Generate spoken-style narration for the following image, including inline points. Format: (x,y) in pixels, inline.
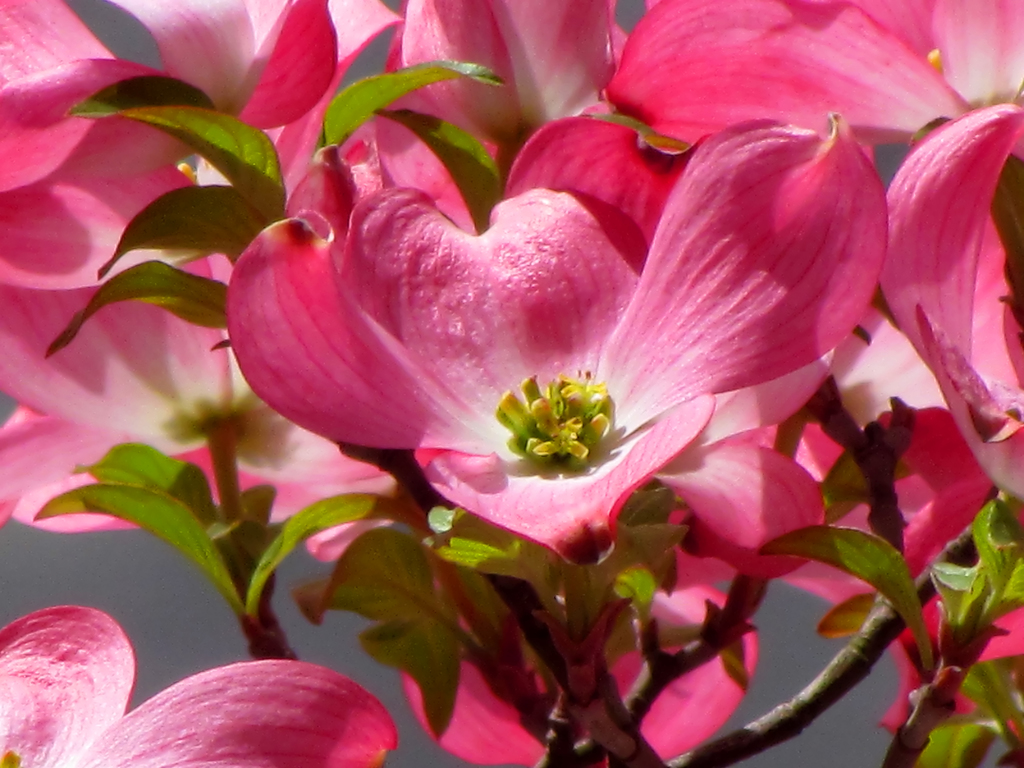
Here in this picture we can see flowers (679,342) present on a plant (496,603) over there and in the middle (555,427) we can see pollen grains (556,426) present on the flower (568,422) over there.
